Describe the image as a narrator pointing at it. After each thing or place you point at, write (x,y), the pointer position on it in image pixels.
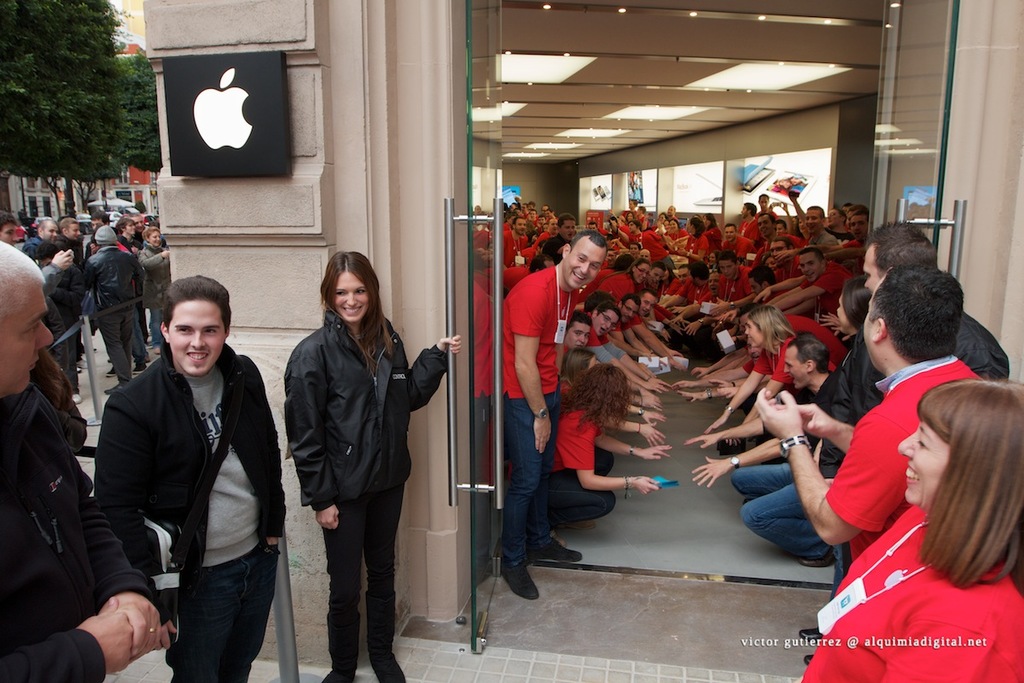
This image is taken outdoors. At the bottom of the image (444,662) there is a floor (648,624). On the left side of the image (63,172) there are two buildings (76,186) and there are a few trees (78,122) with leaves (85,153), stems (79,182) and branches (44,84). A few cars (85,214) are parked on the road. There are many people (68,293) standing on the road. Two women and a man (128,464) are standing on the floor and they are with smiling faces (344,314). In the middle of the image (420,441) there is a room (680,244) with walls (974,243) and there is a board (248,119) with a symbol (244,136) on the wall (308,167). At the top of the image (603,53) there is a ceiling (677,121) with many lights (641,115). In the background (758,183) there is a projector screen (759,160) with a few images (704,171) on it. Many people (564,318) are sitting and a few are in a squatting position. Many people (829,438) are standing on the floor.
